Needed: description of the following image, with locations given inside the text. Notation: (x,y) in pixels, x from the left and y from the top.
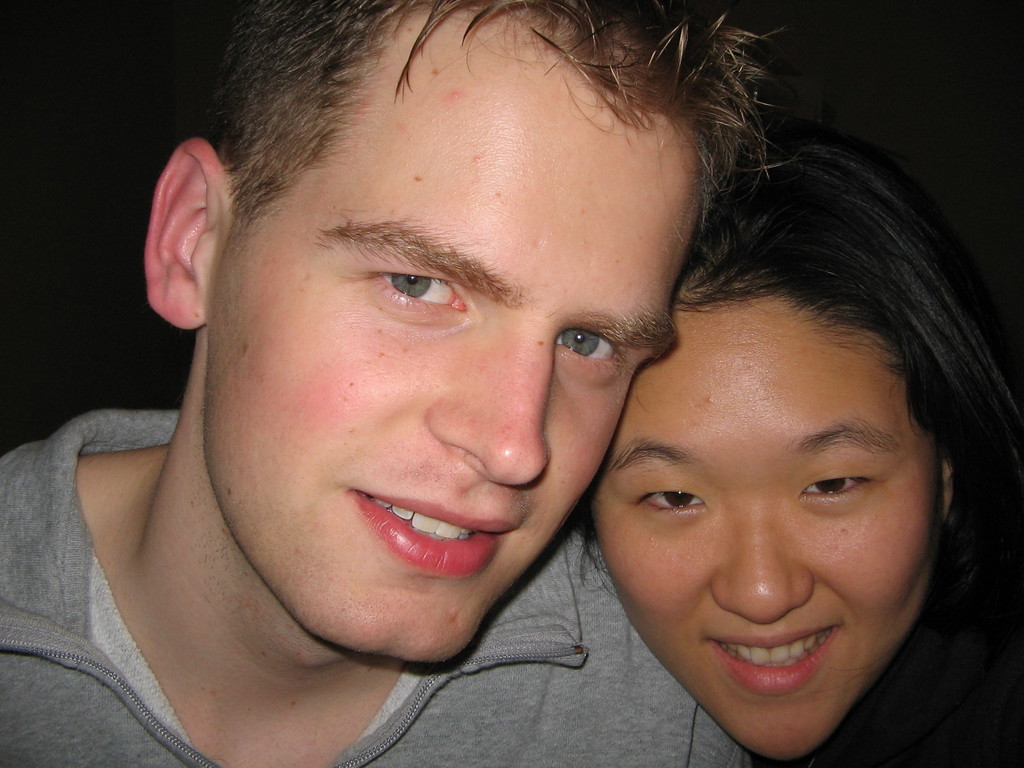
In this picture I can observe a man (346,418) and woman (678,384) in the middle of the picture (379,314). The background (123,129) is dark.
